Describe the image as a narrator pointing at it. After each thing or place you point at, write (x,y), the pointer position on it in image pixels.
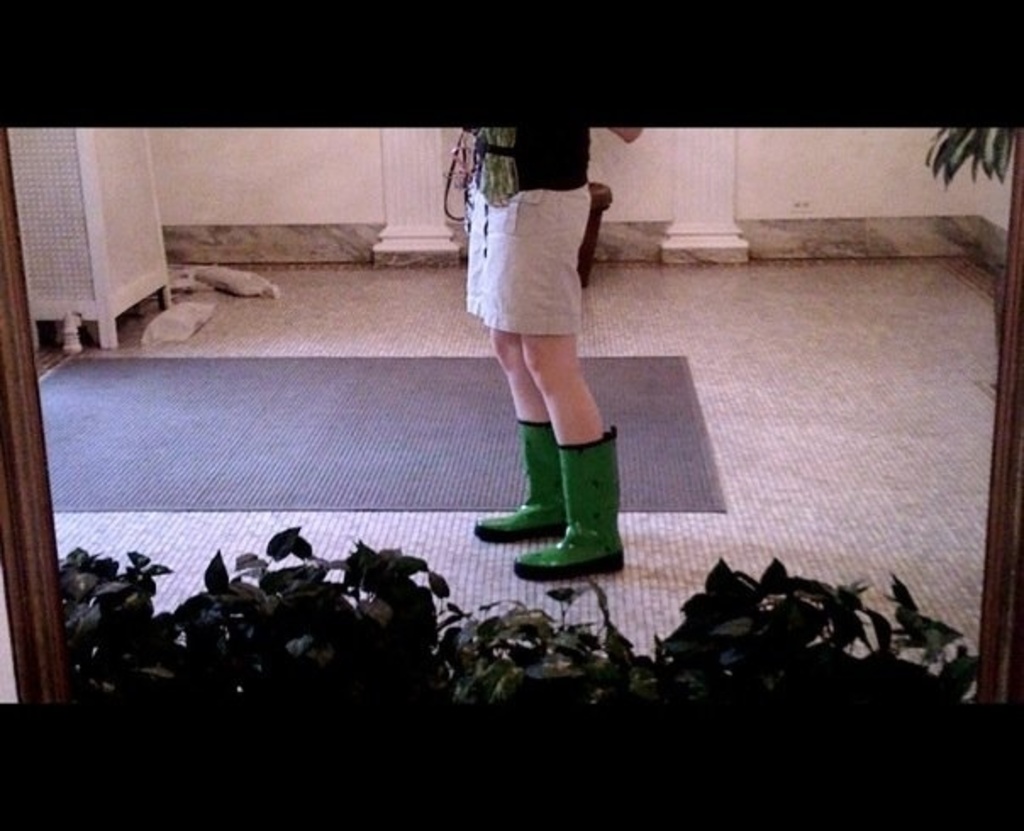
In this image there are plants (466,649), there is a person (545,272) truncated, there is a mat (608,368) on the floor (430,522), there are pillars (420,206), there is a wall (370,184), there is an object (90,258) towards the left of the image (84,239), there are objects (188,321) on the floor (201,265), there is an object (972,148) towards the right of the image (973,154).
